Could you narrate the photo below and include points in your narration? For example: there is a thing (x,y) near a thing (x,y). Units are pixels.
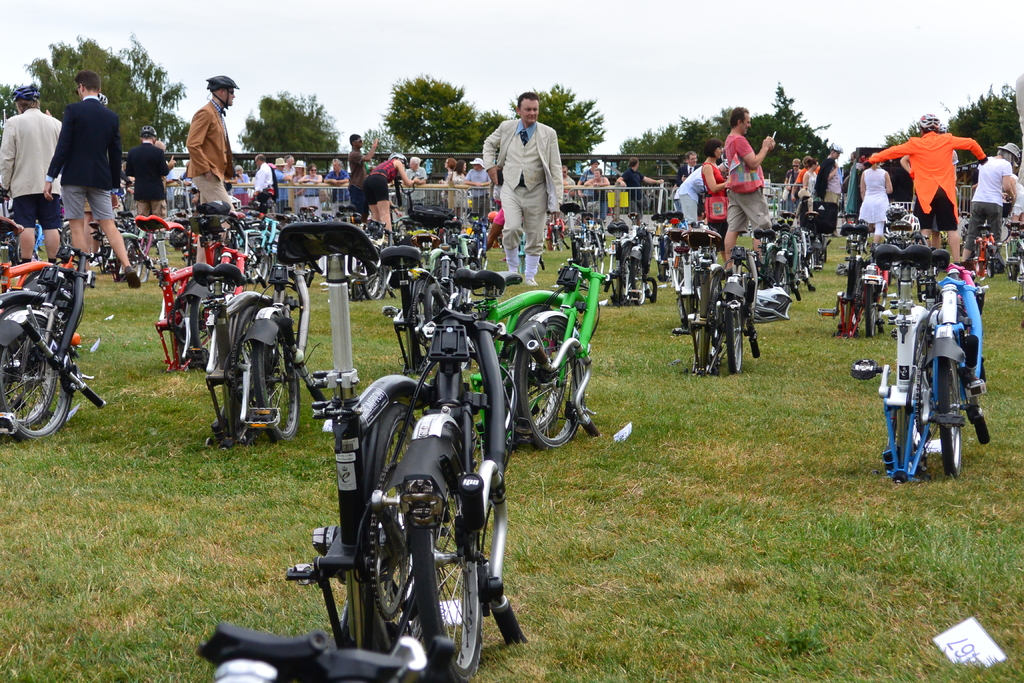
This picture is clicked outside. In the center (439,423) we can see the group of bicycles (298,404) and we can see the group of persons (24,193), green grass (714,443), metal rods (653,191) and some other objects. In the background (706,73) we can see the sky (713,96) and trees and group of persons (545,194).
